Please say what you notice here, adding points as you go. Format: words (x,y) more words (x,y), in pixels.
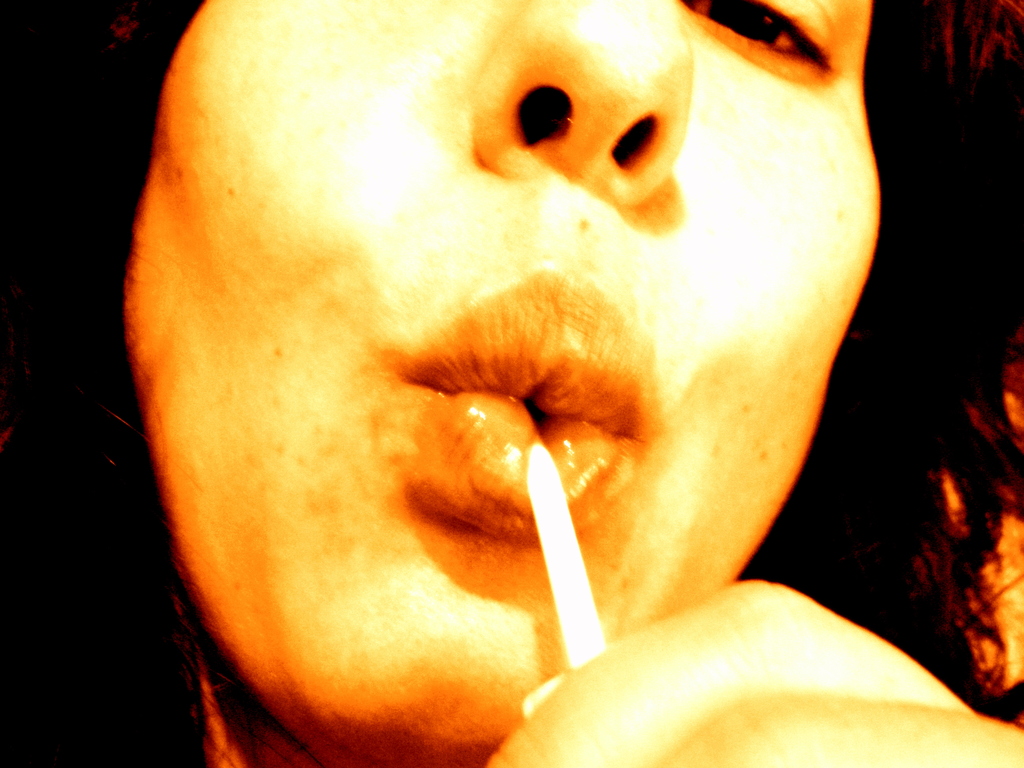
In this image there is a person (554,382) truncated, the person (494,474) is holding an object (548,529), the background of the image (76,297) is dark.
